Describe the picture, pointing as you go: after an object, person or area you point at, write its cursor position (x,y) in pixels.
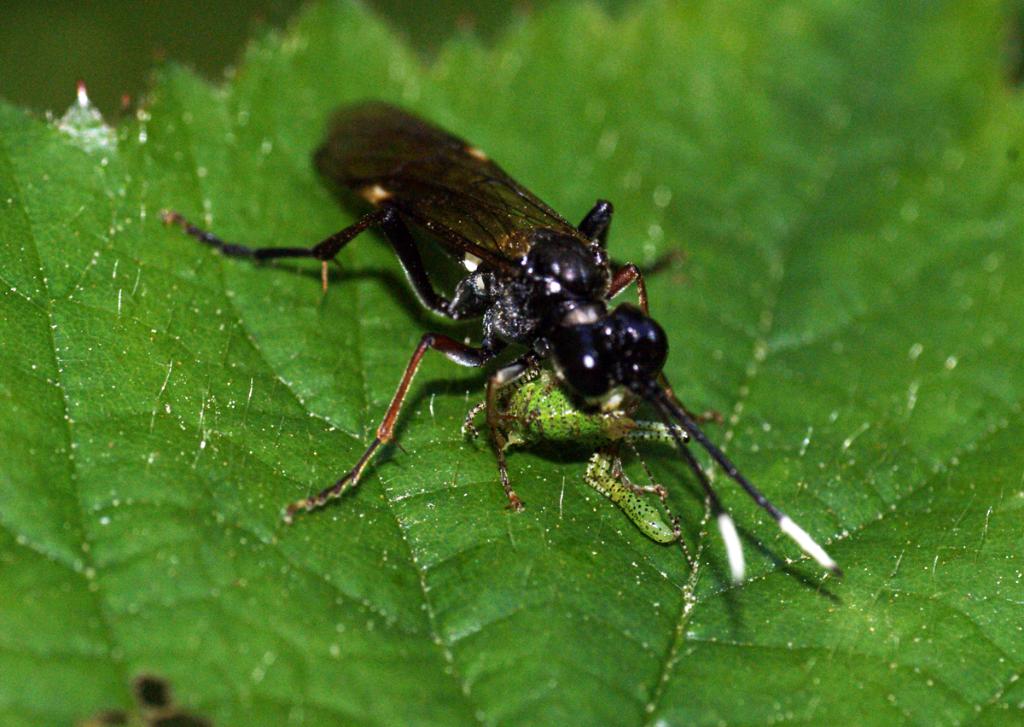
In this picture we can see an insect (529,322) in the front (517,304), at the bottom (379,629) there is a leaf (208,425), we can see a blurry background (21,43).
